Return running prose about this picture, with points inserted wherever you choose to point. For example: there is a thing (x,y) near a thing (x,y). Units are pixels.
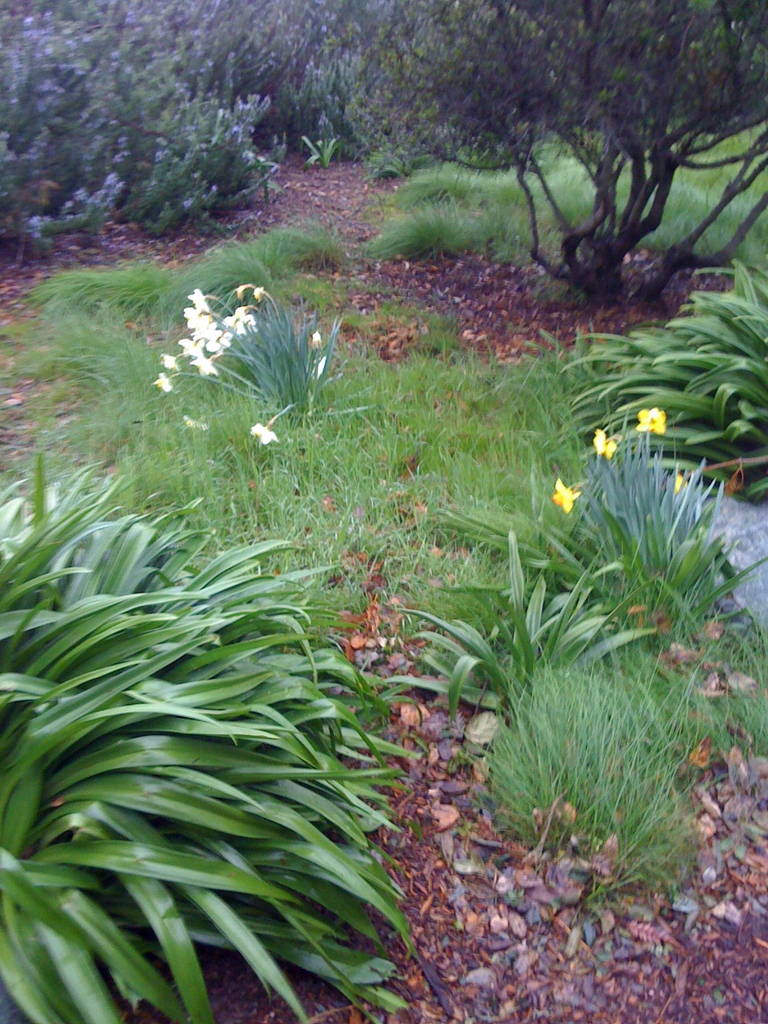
In this image we can see plants (456,683), flowers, trees (612,277), grass (581,368) and ground (284,201).
